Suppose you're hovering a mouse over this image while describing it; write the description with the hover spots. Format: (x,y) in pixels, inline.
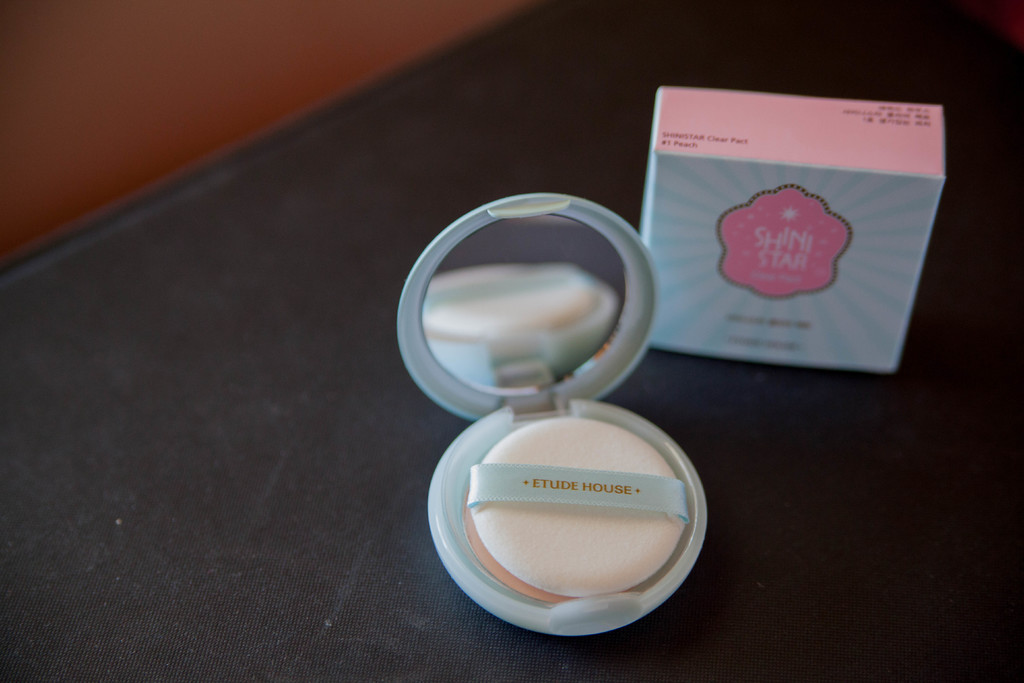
In this image we can see a box (774,321) and compact powder (555,476) on a black color platform (427,185).
